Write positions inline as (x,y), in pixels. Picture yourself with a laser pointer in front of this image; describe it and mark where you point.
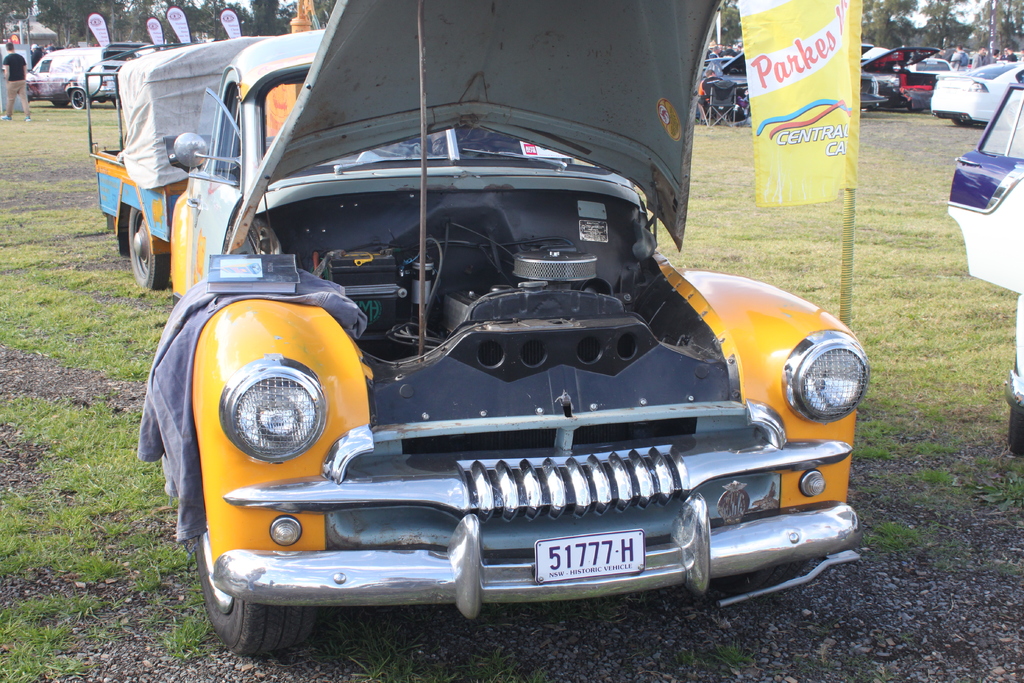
In this picture I can observe yellow color car (266,419) on the ground (49,267). On the right side (833,109) there is yellow color flag (816,92) tied to the pole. In the background (881,108) there are some cars (865,99) parked on the ground (748,160). I can observe some trees (203,18).
